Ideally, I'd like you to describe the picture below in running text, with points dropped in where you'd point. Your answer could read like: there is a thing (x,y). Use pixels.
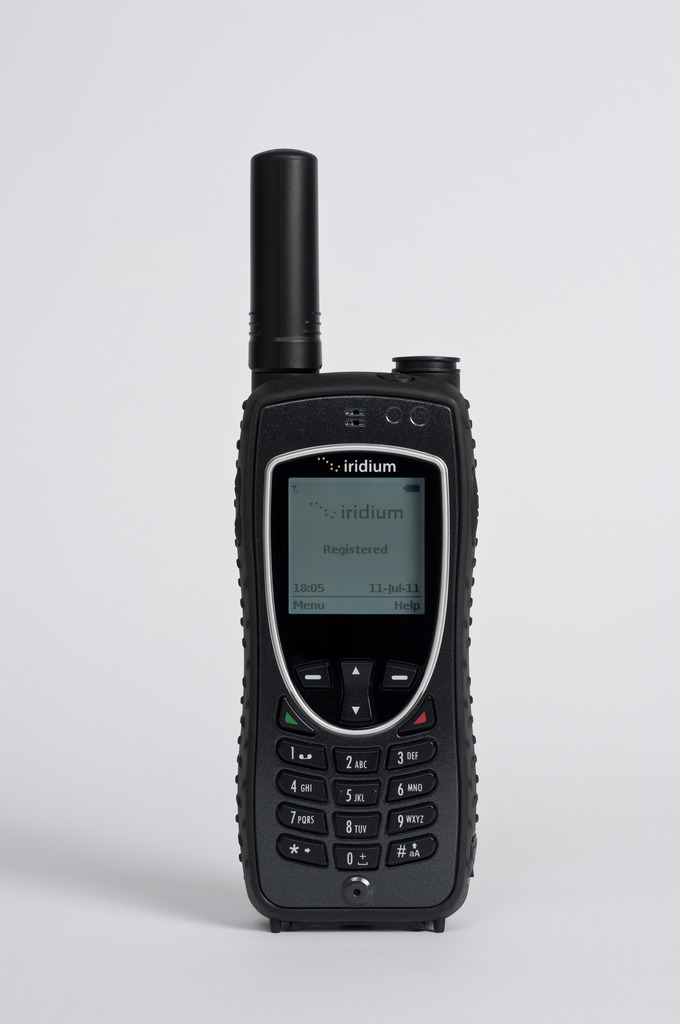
In this image the background (173,417) is gray in color. In the middle of the image (344,626) there is a mobile phone (348,822) on the surface (324,947). The phone (332,924) is black in color.
